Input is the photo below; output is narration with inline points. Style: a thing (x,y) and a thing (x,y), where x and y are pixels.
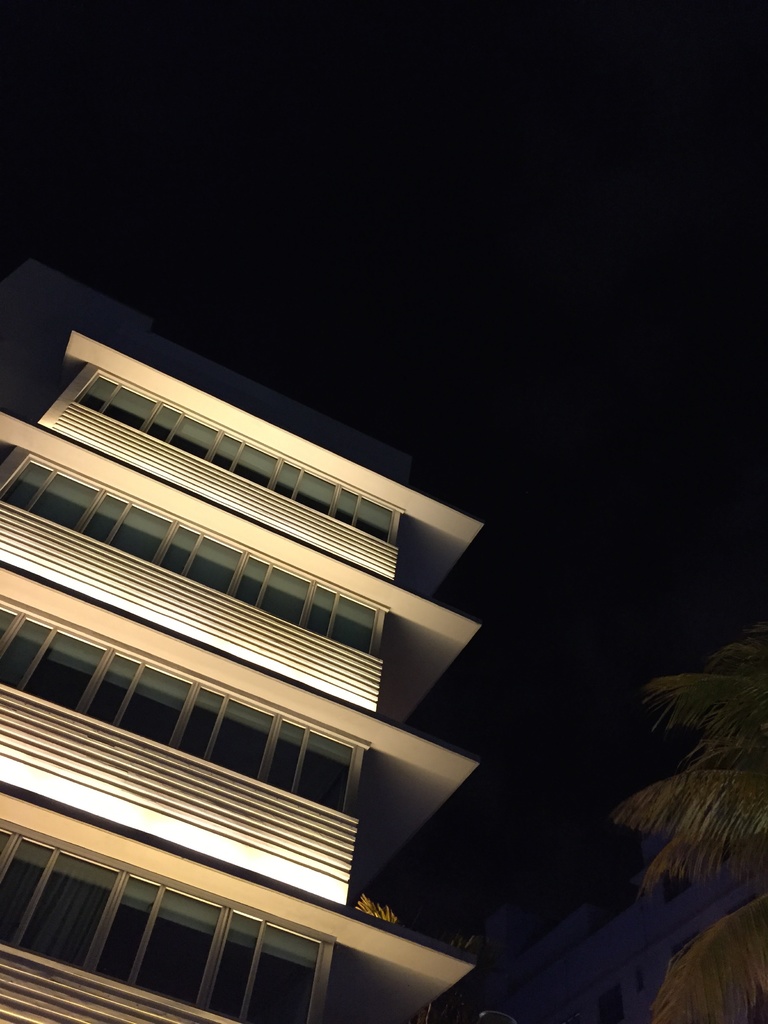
In this picture I can see the building (234,733) with lights (265,660), right side of the image (705,873) I can see trees (702,939).
